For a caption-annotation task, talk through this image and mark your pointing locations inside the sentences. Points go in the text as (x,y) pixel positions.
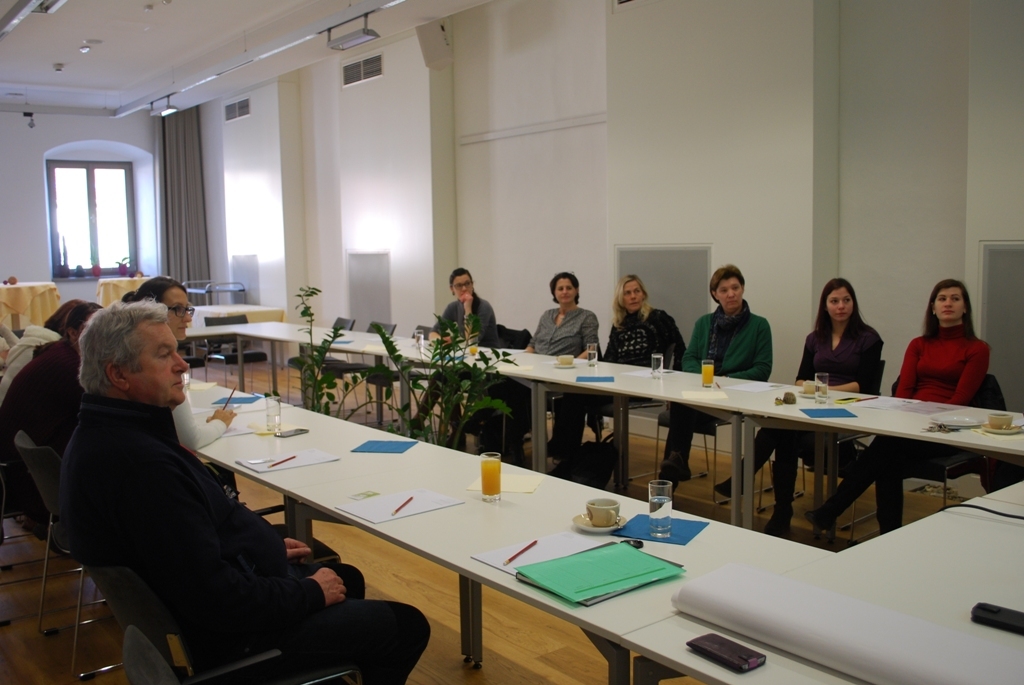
In this picture we can see here is a wall (607,94), and a group of people (558,304) sitting on a chair (917,476), and in front (435,475) there is the table (328,440) juice (498,481), tea cup (606,508) water glass (661,495), books (601,562) papers (550,559) pens (527,550) and some objects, here is the floor (350,379) and trees (471,414) on it, and here is the curtain (195,208) and beside a window glass (107,199).
